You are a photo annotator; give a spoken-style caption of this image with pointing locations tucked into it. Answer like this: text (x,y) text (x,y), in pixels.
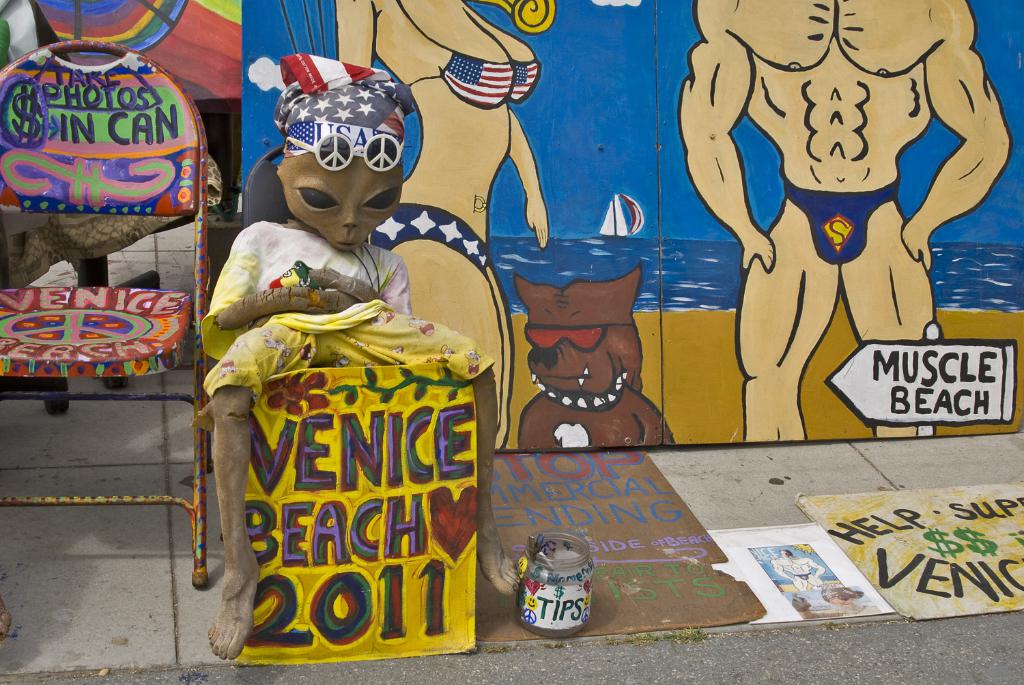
On the left side (341,324) there is a toy (291,329) is placed on a chair (272,192). In front of this toy (335,318) there is a board (304,483) painted with yellow color and there is some text (404,518). Beside there is another empty chair (93,322). On the right side (877,591) there are few boards (740,551) are placed on the ground (744,646) and also I can see a bottle (564,581). In the background (611,253) there is a board (567,222) on which I can see some paintings (711,164).
